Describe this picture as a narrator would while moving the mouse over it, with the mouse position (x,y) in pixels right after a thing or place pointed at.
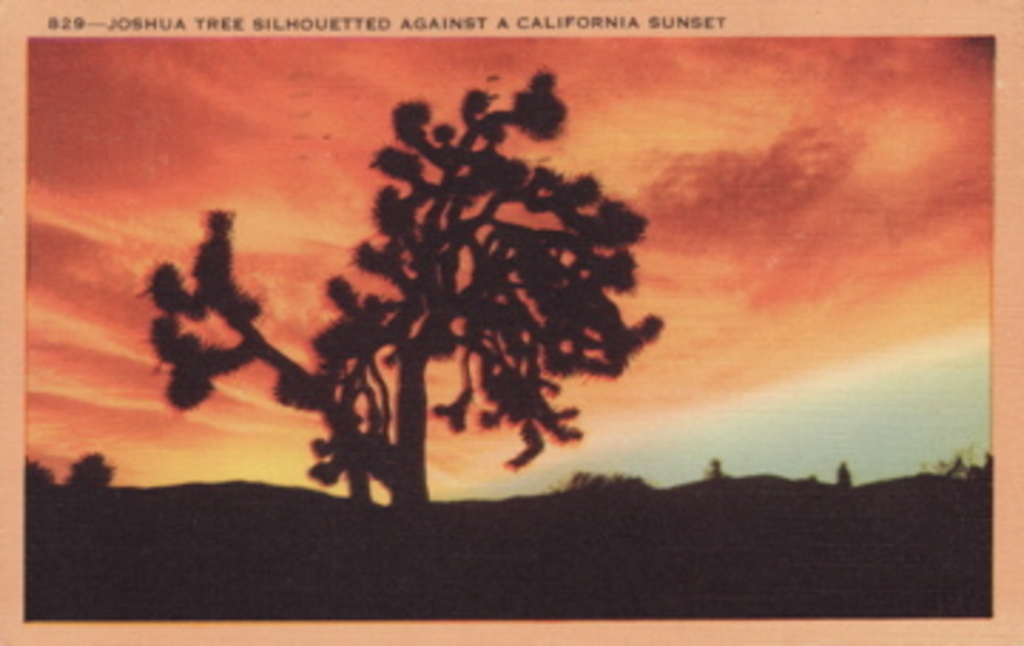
In this image we can see that it looks like a poster (272,307). In this image we can see some pictures (631,441) and text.
